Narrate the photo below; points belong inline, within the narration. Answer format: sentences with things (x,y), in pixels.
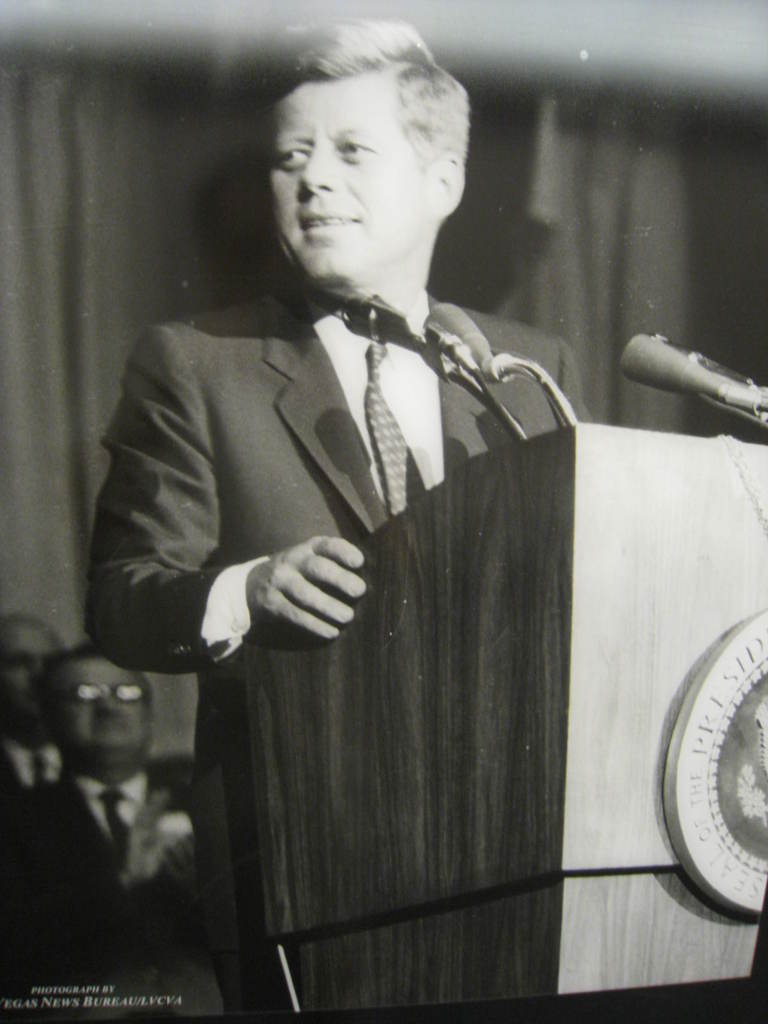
In this picture we can see a man (199,707) wore a blazer (158,393), tie (392,434) and standing at the podium (634,701) and in front of him we can see mics (690,383) and in the background (169,843) we can see two men (106,698).
